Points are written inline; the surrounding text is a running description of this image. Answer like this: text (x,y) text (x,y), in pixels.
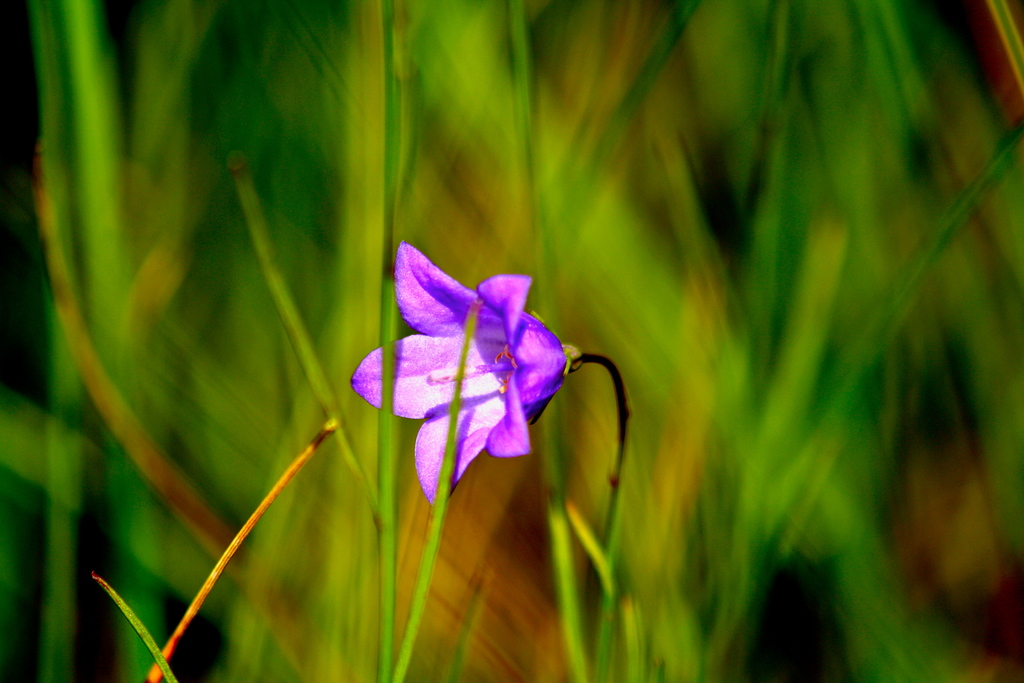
In the middle of the image (622,406), there is a plant (622,406) having violet color flower (542,346). And the background (647,545) is blurred.
